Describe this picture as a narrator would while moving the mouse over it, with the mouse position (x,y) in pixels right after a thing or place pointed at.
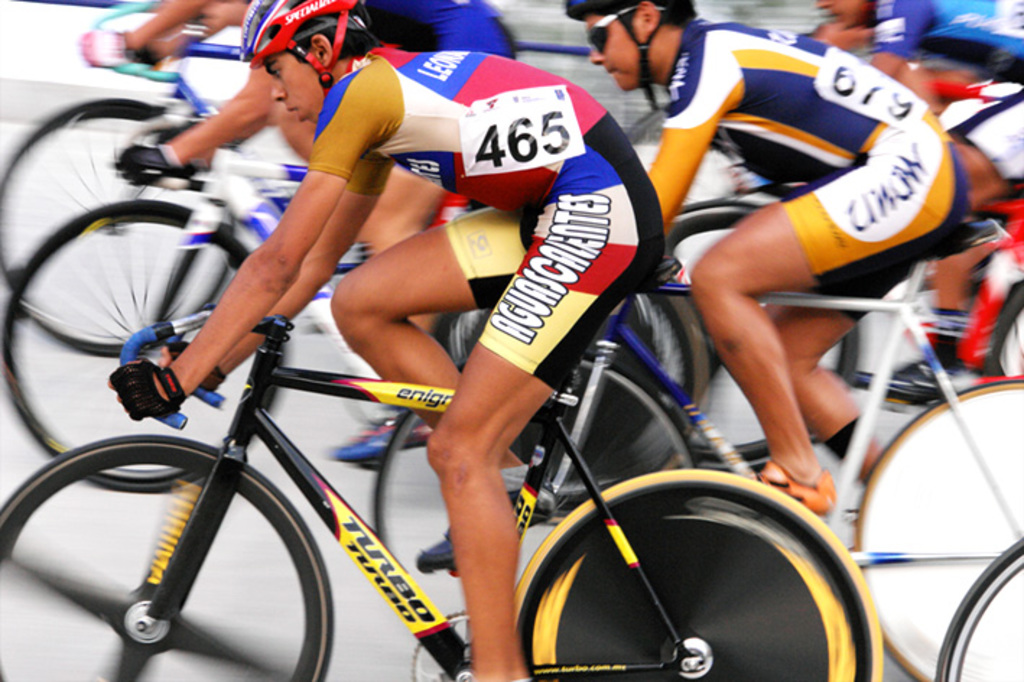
In the picture I can see people (540,335) sitting on bicycles (574,398). These bicycles (461,359) on a white color surface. These people (466,249) are wearing helmets (327,65), clothes (332,103), hand gloves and some other objects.
